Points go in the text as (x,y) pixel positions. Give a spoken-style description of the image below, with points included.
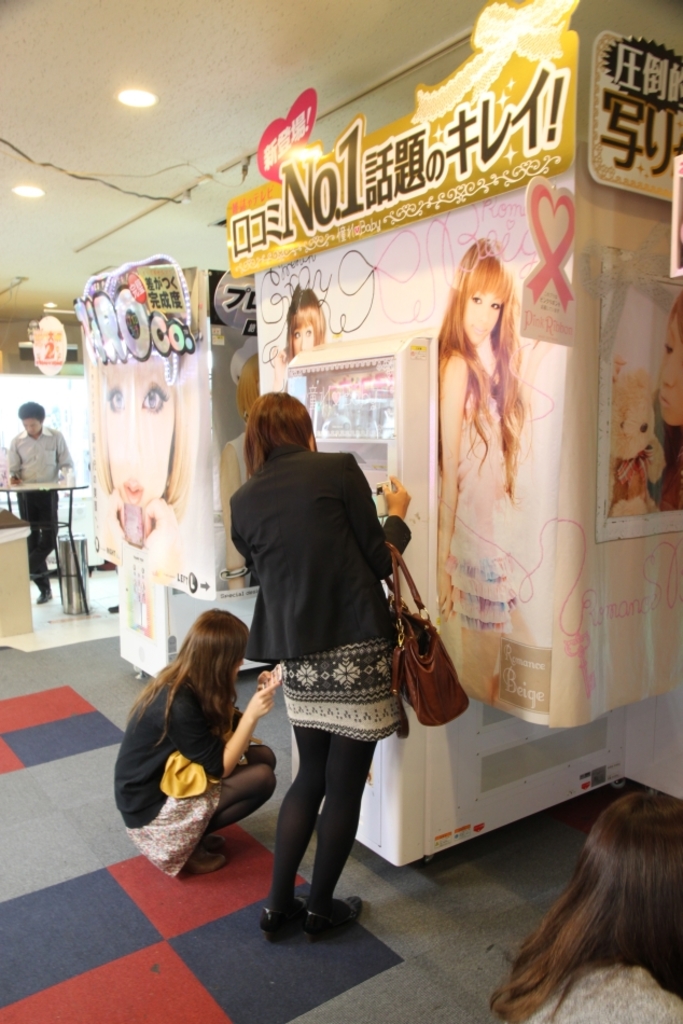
Here we can see four persons (132,813). This is floor (122,975). And there is a board (467,118). Here we can see lights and this is table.
